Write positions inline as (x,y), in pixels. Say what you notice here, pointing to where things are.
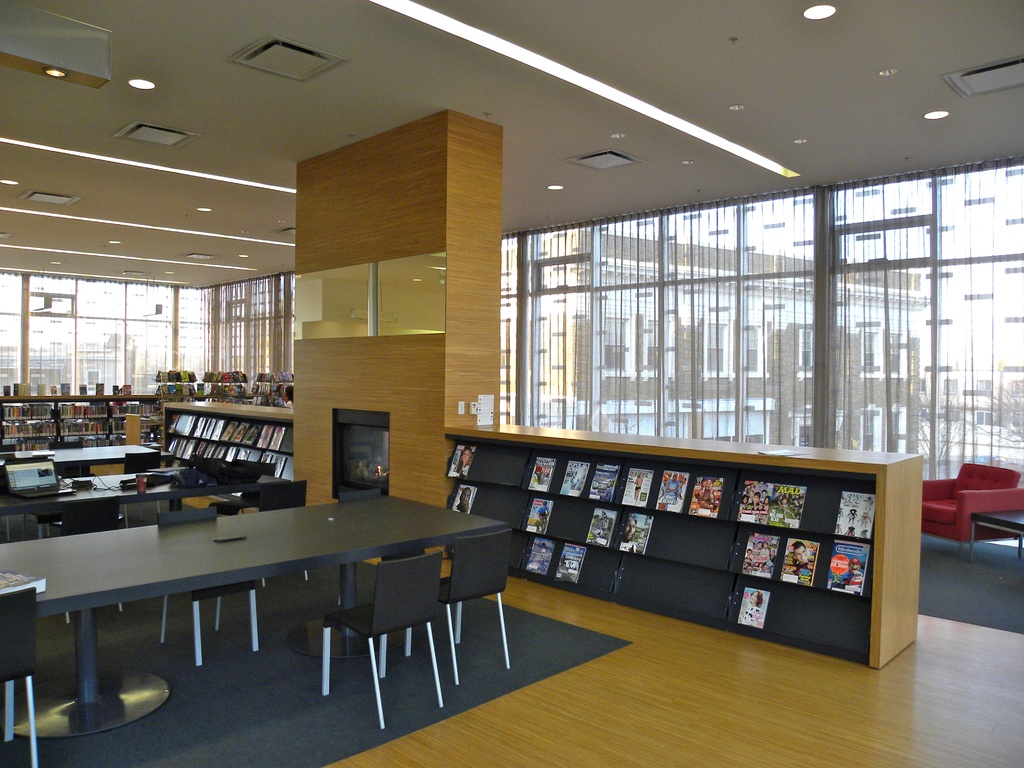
This is a library (437,491). At the left side of the image (315,564) there are three tables (321,559) and number of chairs (409,628) and at the right side of the image (928,484) there is a red color chair (974,482) at the top of the image (48,148) there is a ceiling lights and at the middle of the image (344,448) there is a brown color pillar (370,196) and there are different type of books (842,560) on this brown color wooden wall (894,504).
